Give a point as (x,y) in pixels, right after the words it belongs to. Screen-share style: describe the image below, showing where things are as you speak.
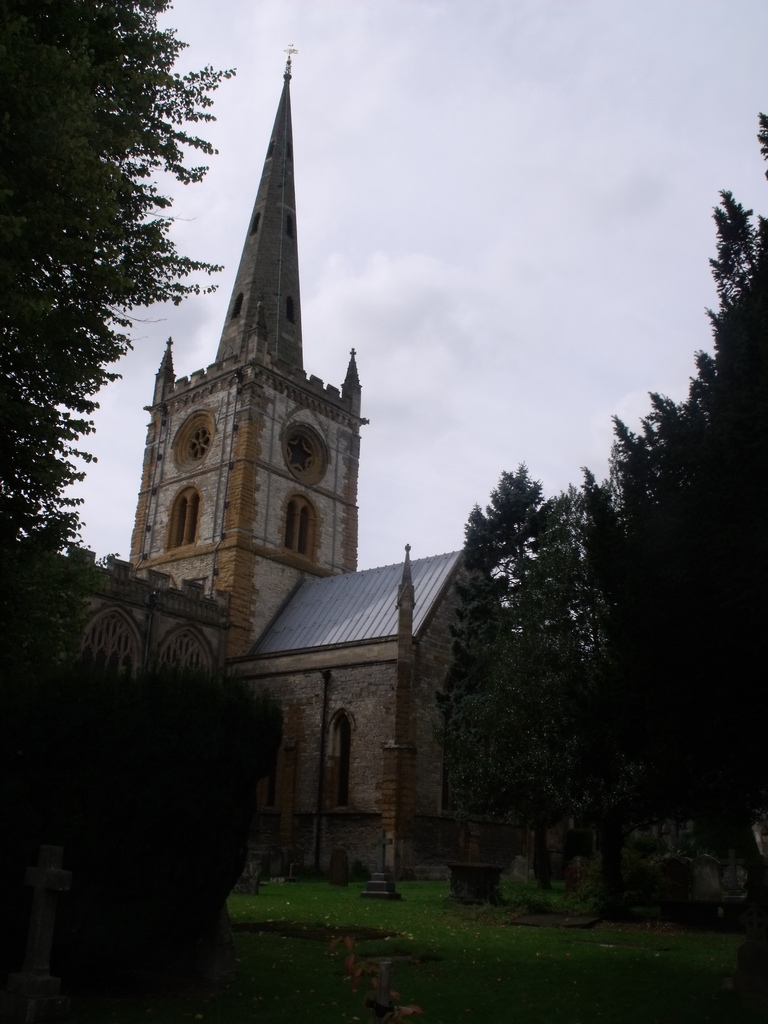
As we can see in the image there are trees (730,750), buildings (373,705), grass (380,941) and sky (402,225).
